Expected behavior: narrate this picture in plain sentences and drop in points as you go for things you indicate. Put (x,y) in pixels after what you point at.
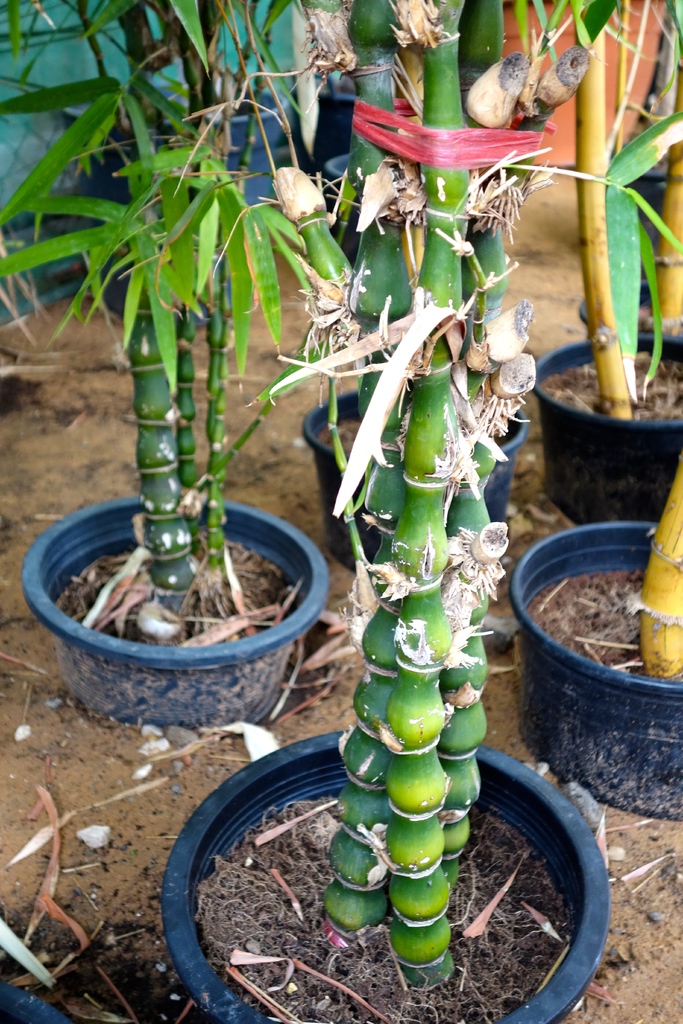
In this image, we can see few plants (315,358) with pots (597,900). Here there is a ground (44,871). Background (22,156) we can see some object (70,173).
